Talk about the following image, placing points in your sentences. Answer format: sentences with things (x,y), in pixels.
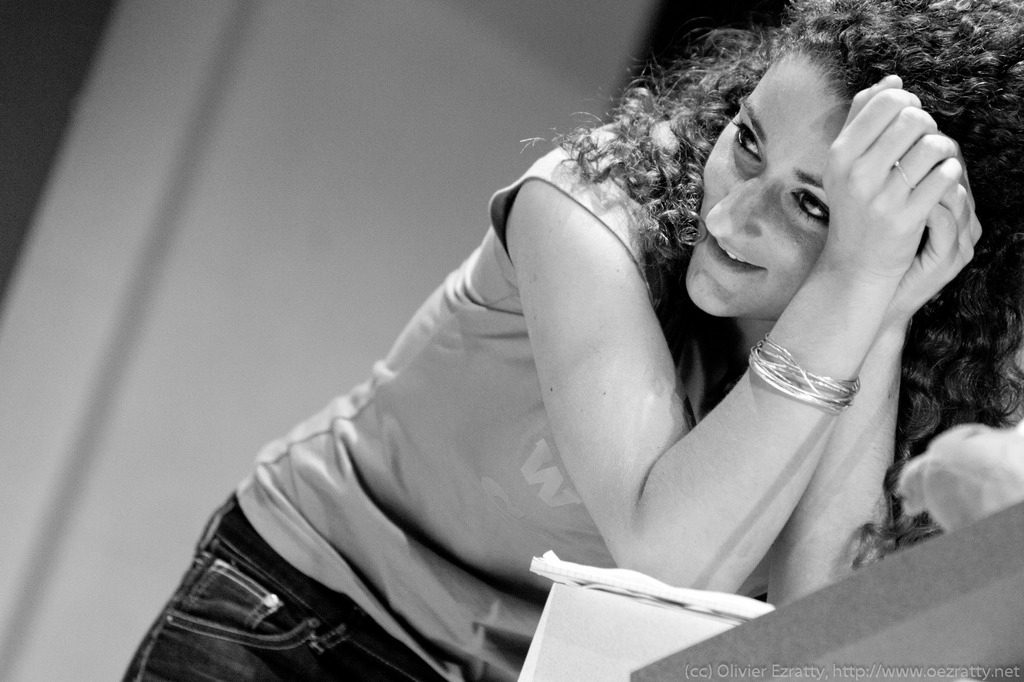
This is a black and white image. In the center of the image (562,449) there is a woman (578,545) standing at the table (854,577). In the background (459,212) there is wall (183,200).
